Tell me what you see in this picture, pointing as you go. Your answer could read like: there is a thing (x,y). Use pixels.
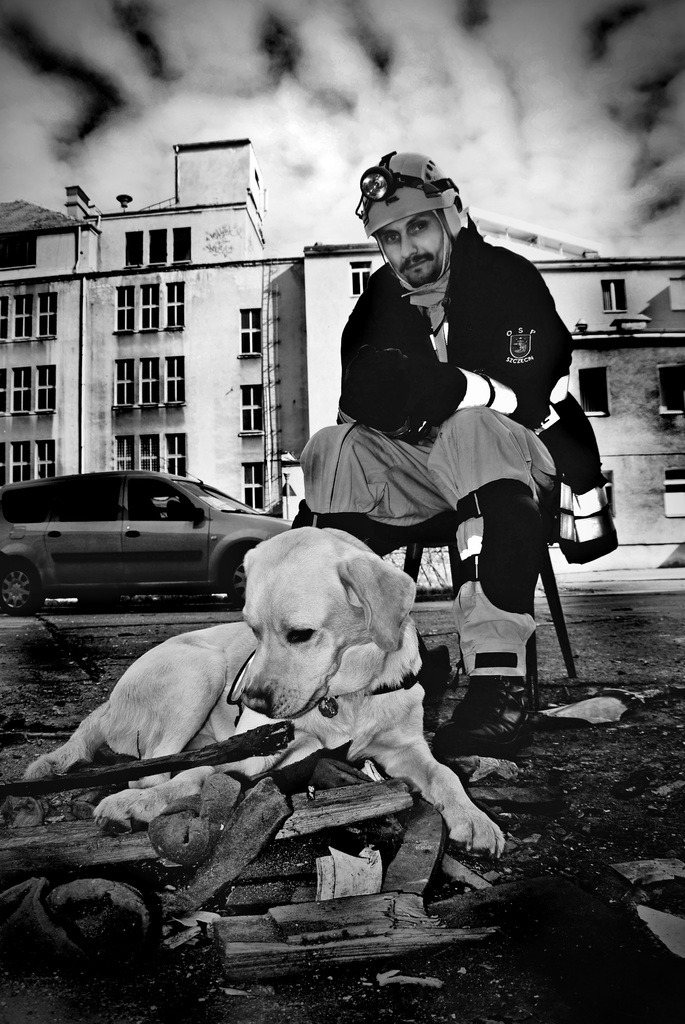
In this picture I can see a man (460,463) is sitting in the chair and I can see a car (140,539) and couple of buildings (215,235) in the back (293,325) and I can see a dog (197,705) and few wooden sticks (313,886) on the ground (37,699) and I can see clouds (153,141).
